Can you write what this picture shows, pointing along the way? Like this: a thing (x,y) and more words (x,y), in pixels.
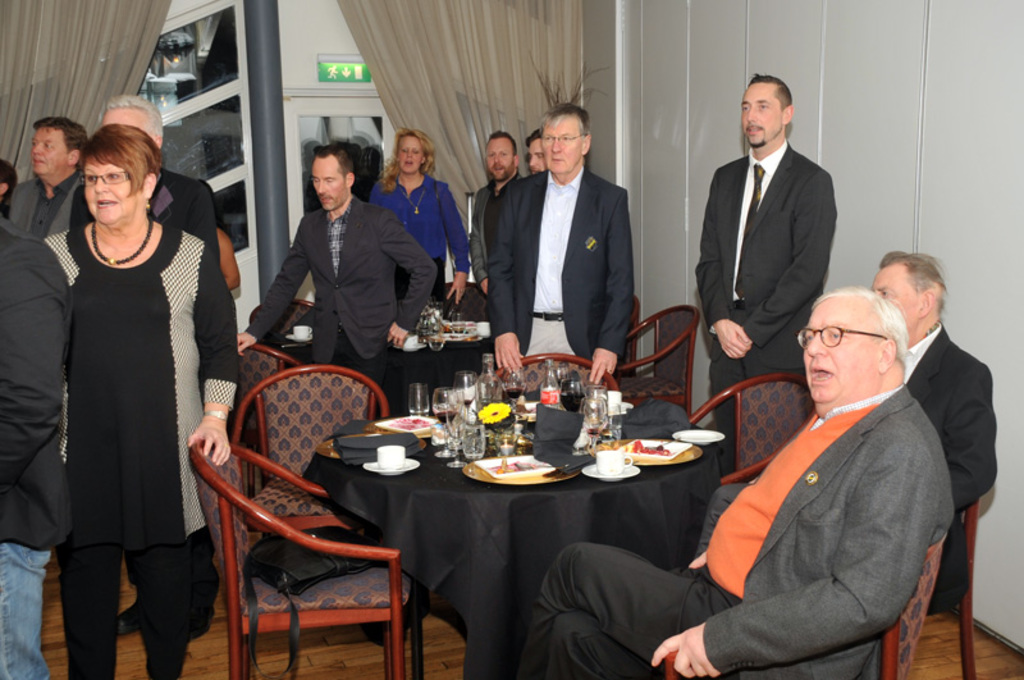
In the image there are group of people (978,427), there are two persons (972,454) who are sitting on chairs (760,466) in front of a table (706,473). On table (703,463) we can see plate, cup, glass (460,406), juice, cloth (552,418), flower (505,413) and remaining people (629,307) are standing. In background (292,35) there is a wall (314,30) which is in white color, pillar (276,92), door (312,110) which is closed from right to left there are two curtains (78,58).
